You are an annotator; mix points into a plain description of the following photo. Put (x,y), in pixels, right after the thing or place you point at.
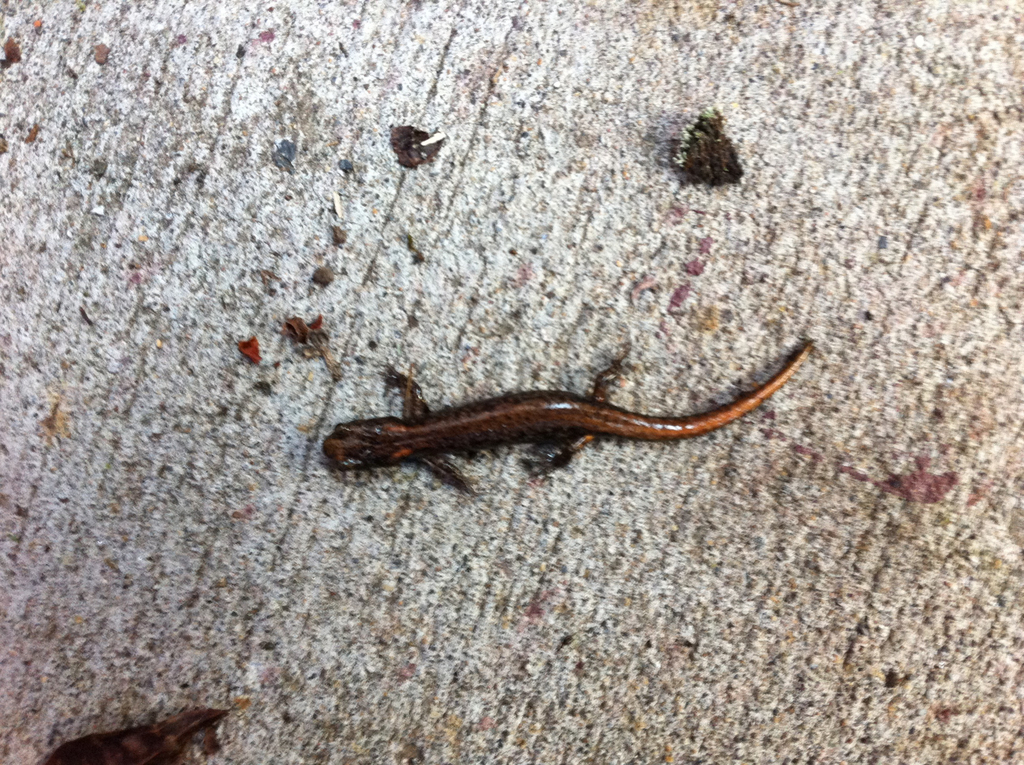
On this surface (271,491) we can see salamander (643,421).
